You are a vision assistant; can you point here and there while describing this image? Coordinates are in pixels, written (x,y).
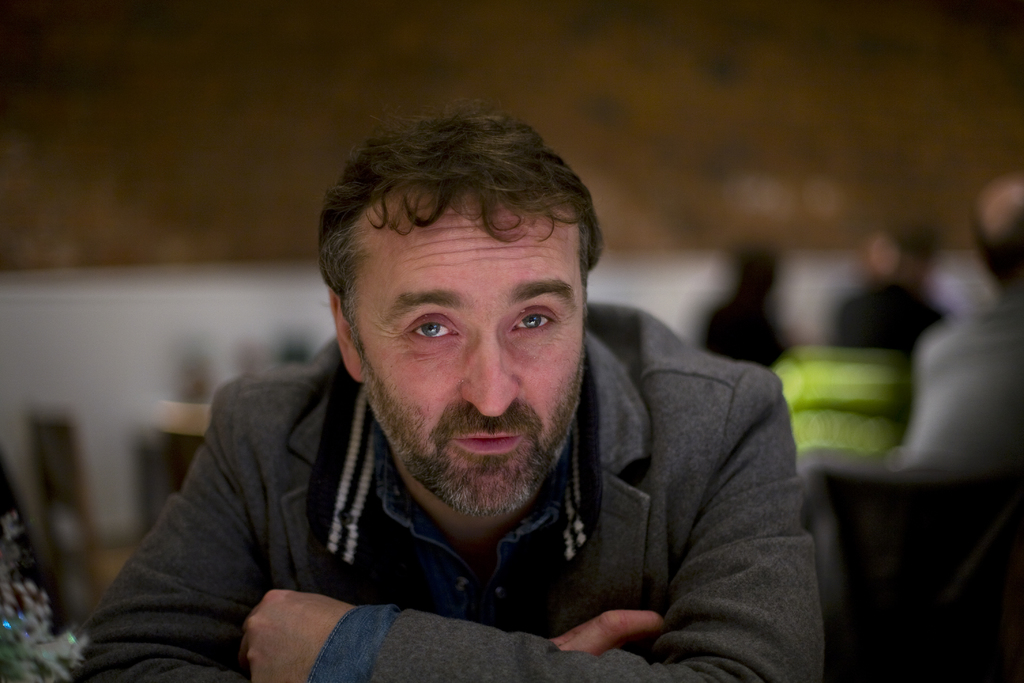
This image is taken indoors. In the background (231,187) there is a wall (634,128). A few people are sitting on the chairs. There are a few empty chairs (92,514). In this image the background (108,458) is a little blurred. In the middle of the image (432,407) a man (360,523) is sitting on the chair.
